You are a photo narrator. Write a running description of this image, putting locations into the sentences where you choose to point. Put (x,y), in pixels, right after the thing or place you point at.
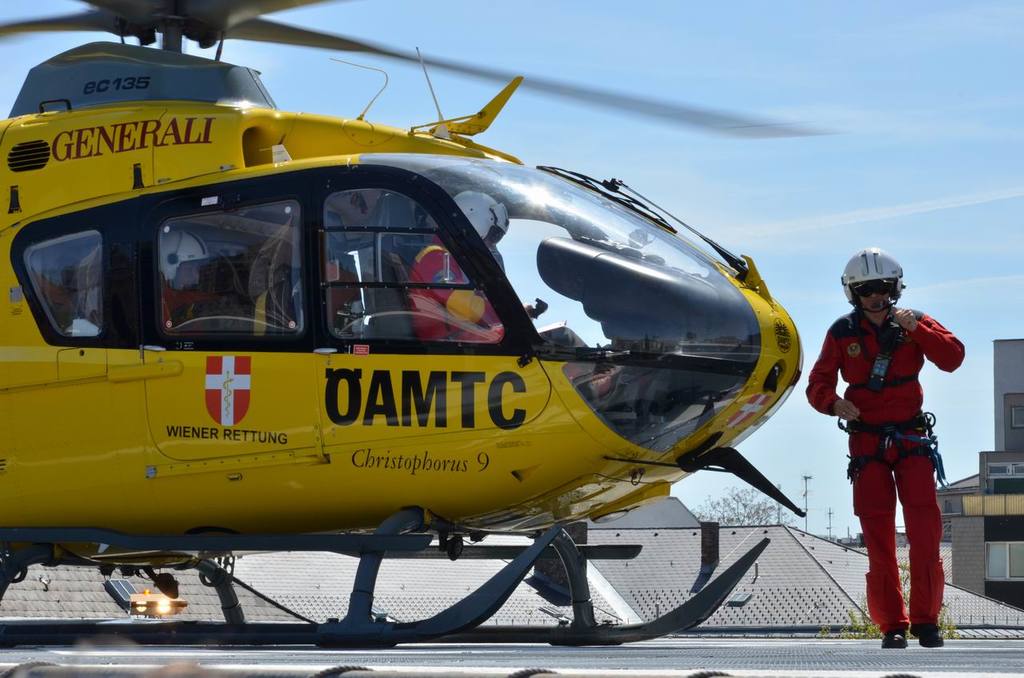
In this image we can see a yellow color helicopter (686,283) with some names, and texts (495,408) on it, two persons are sitting in it, also we can see some buildings (860,580), and the sky (855,525), a person (894,424) is standing on the surface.
